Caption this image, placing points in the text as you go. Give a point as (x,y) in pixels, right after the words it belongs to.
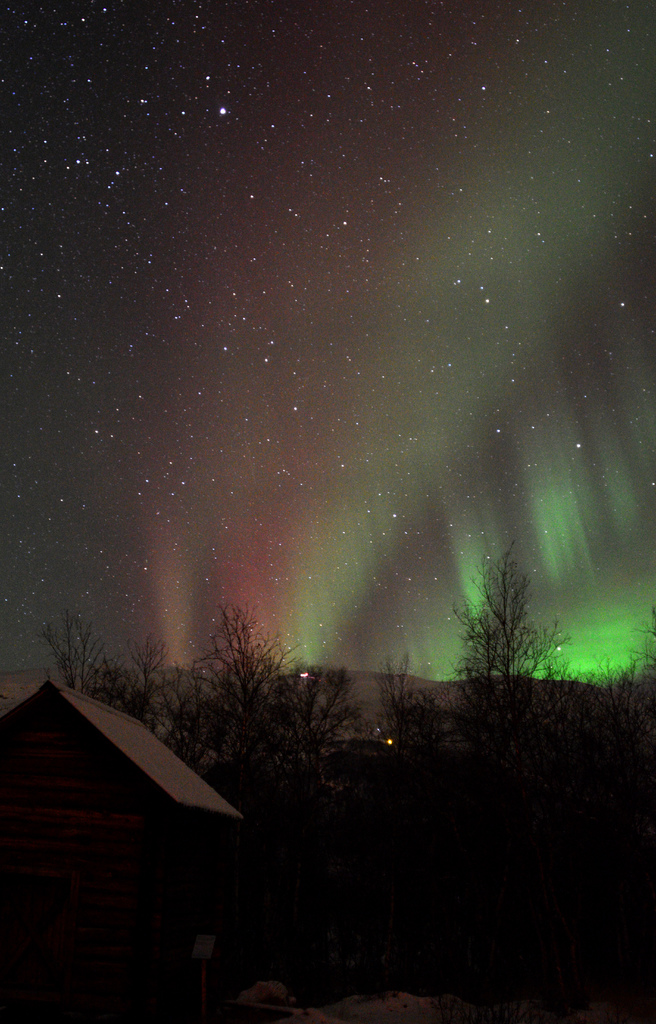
This image consists of plants (233,789) and a house (103,745). In the background (267,579), we can see the light rays (290,584). At the top (284,250), there is sky (310,89).
